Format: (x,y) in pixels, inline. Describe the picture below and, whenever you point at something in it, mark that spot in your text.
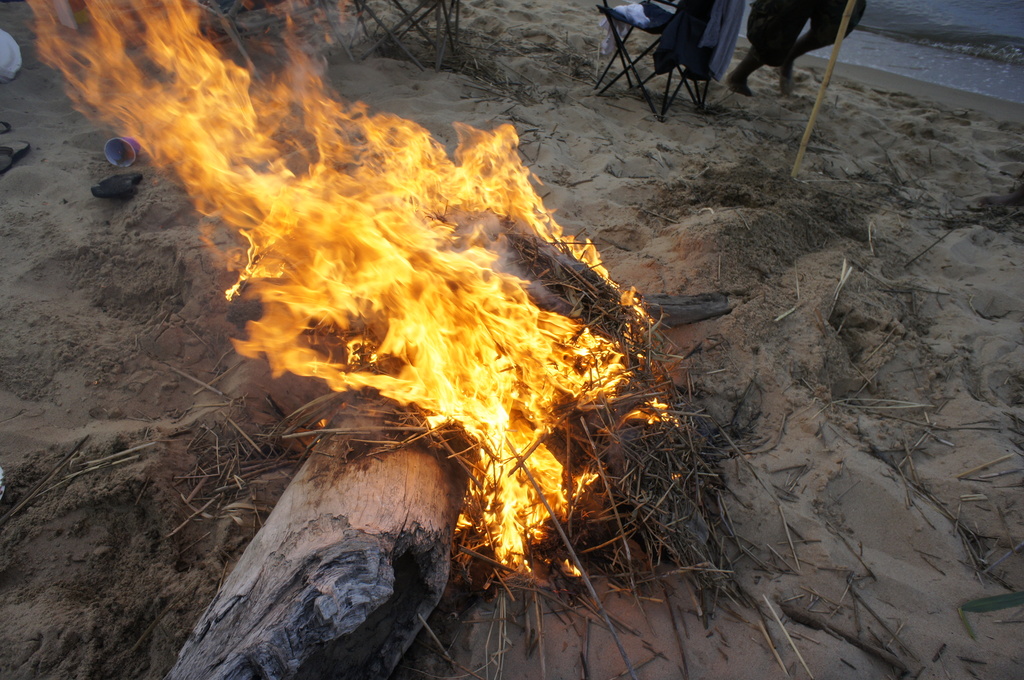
In this picture I can see a wooden trunk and stems (600,399) with fire (519,316), there are chairs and some other objects (4,47) on the sand (912,80), there are legs (755,52) of a person (840,10) and there is water (869,51).
